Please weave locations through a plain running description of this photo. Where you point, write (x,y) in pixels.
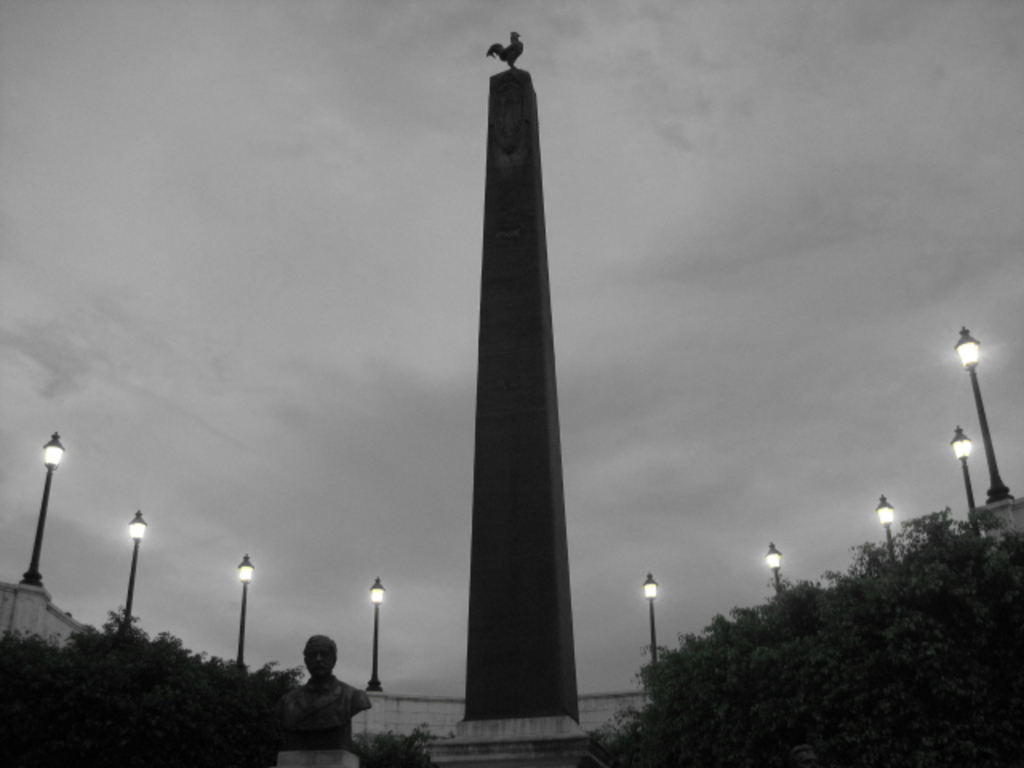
In the picture I can see tower (507,649), sculpture (327,710) around there are some trees (847,670) and lights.
